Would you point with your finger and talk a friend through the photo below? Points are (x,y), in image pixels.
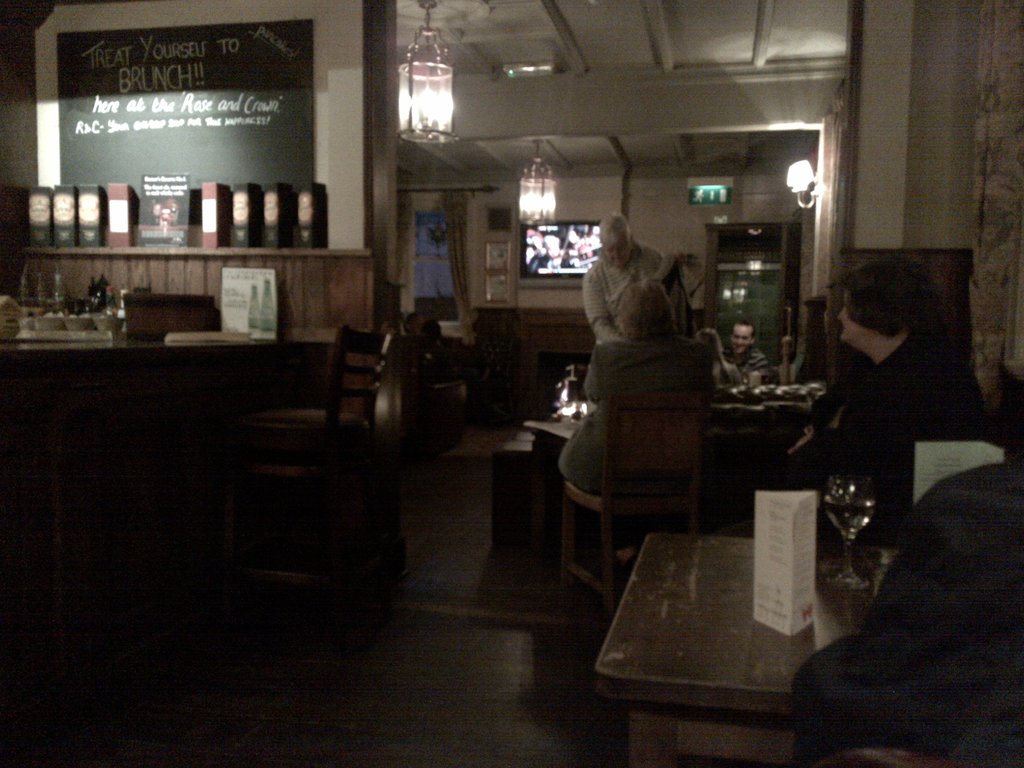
There is a room (332,432) in which there are four people (647,368) they are at tables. There is a chair (681,431). On the table (874,573) we have glass (855,519) card board (792,534) and at the top (628,133) we have ceiling (512,36), lamp (437,97) and to the left side (63,206) corner we have files (61,191).
